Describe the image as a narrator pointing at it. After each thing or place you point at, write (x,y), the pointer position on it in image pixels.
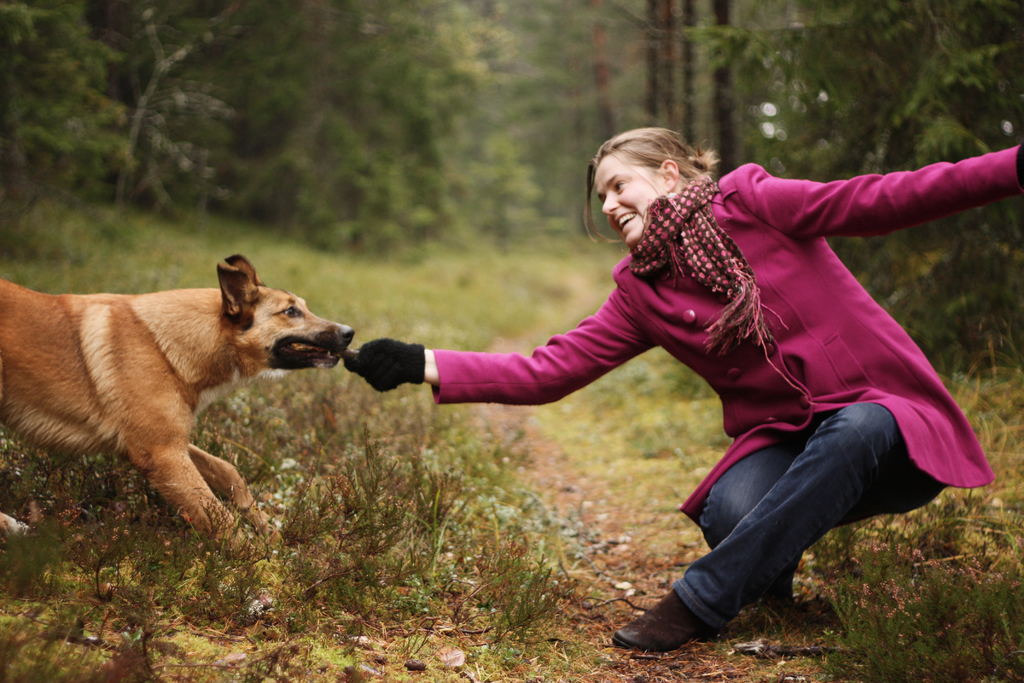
This picture shows a woman (720,332) playing with a dog (317,335). In front of her there is a dog (117,351). The woman (653,277) is smiling and wearing a pink color dress (841,358). In the background (323,180) there are some trees (328,108) and plants (261,239) here.
